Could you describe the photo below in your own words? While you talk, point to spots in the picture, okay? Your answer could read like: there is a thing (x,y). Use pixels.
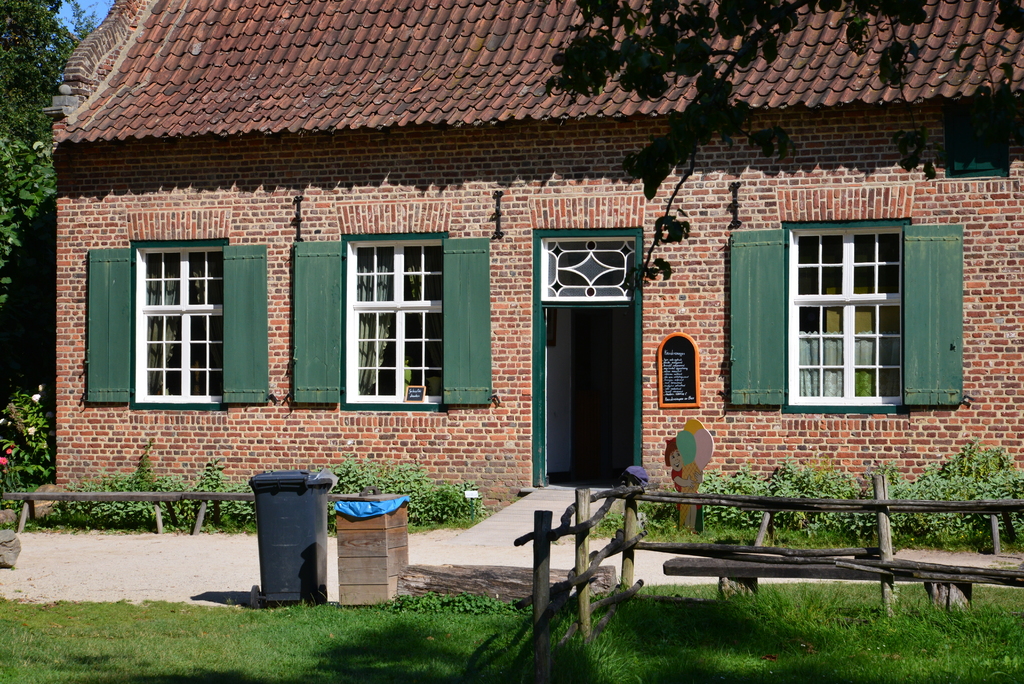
In this picture we can see house (492,22) with windows (893,325) opened, door (607,377), board (674,390) and in front of the house (245,446) we have path (159,558), trees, grass (716,604), wooden sticks (608,556), bin (278,529).
